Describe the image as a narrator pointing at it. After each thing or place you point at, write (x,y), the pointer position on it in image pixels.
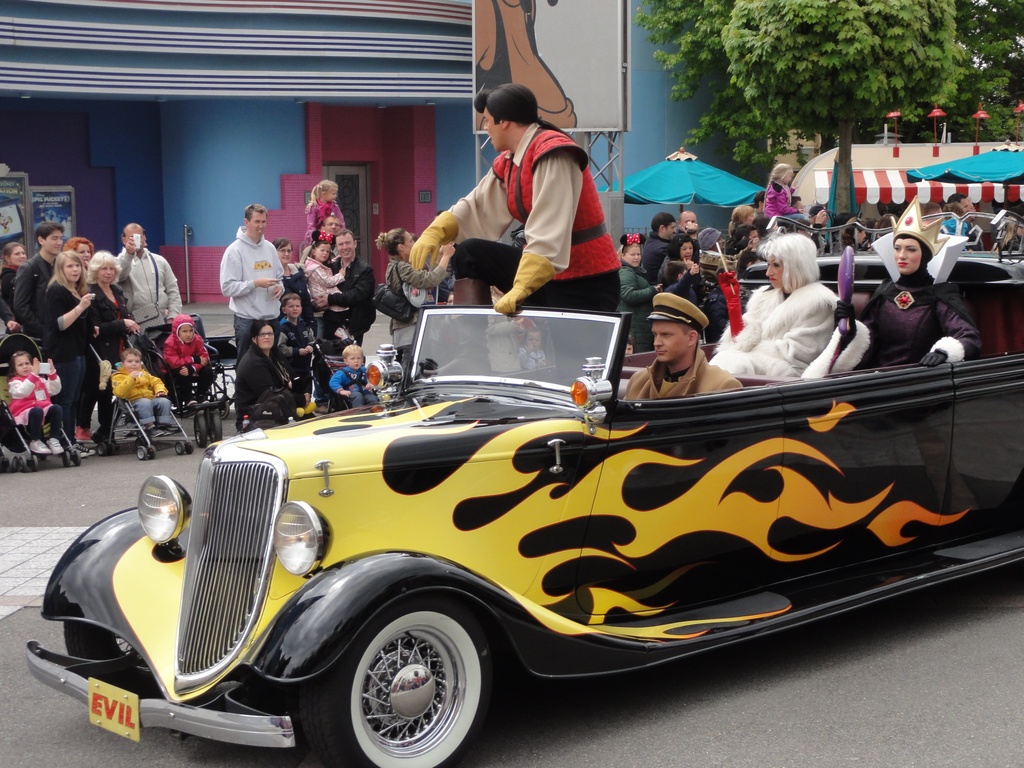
In this image, in the middle (523,427), we can see a car (779,425), in the car (754,390), we can see a group of people (913,237). In the background (126,358), we can see a few kids (38,376) sitting in the strollers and a group of people (798,218) are standing. In the background (835,52), we can see an umbrella (743,204), tent (894,189), trees (791,88), shutter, glass door (343,182) and a hoarding (608,78). At the bottom (0,713), we can see a road (525,745).
